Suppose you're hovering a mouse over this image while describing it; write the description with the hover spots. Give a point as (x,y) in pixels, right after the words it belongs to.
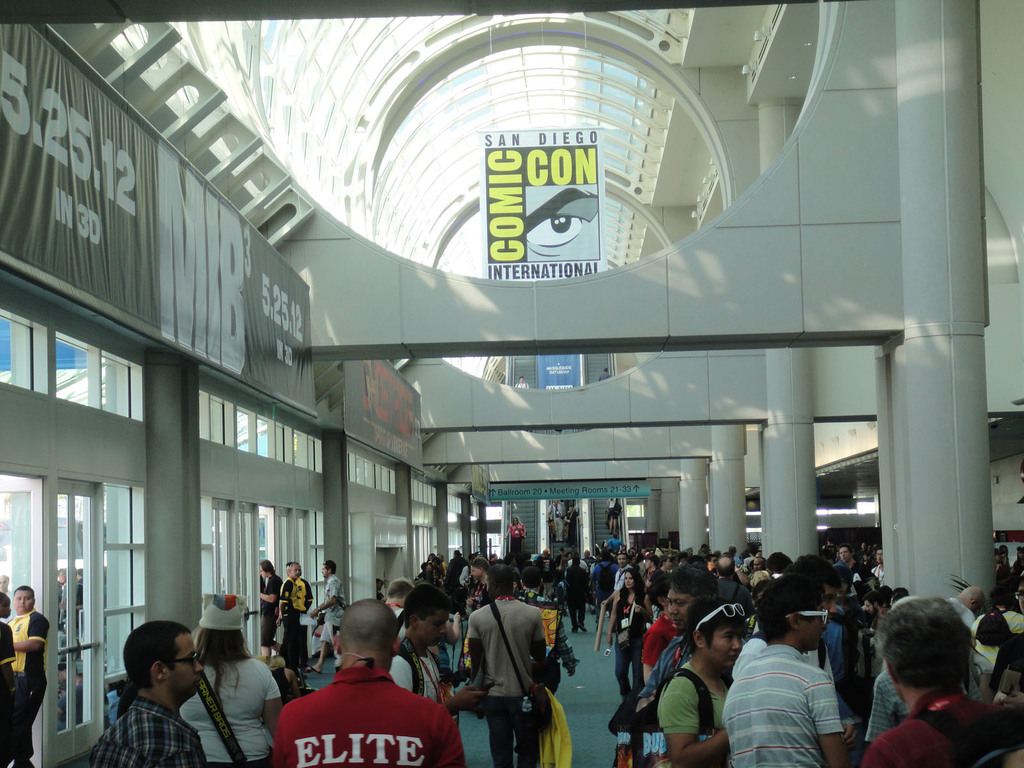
Inside a building (463,479) there is a huge crowd (440,618) and some event is being conducted in the building (729,101) and in the left side (281,545) there are a lot of doors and in the right side (795,449) there are many pillars (807,469).
